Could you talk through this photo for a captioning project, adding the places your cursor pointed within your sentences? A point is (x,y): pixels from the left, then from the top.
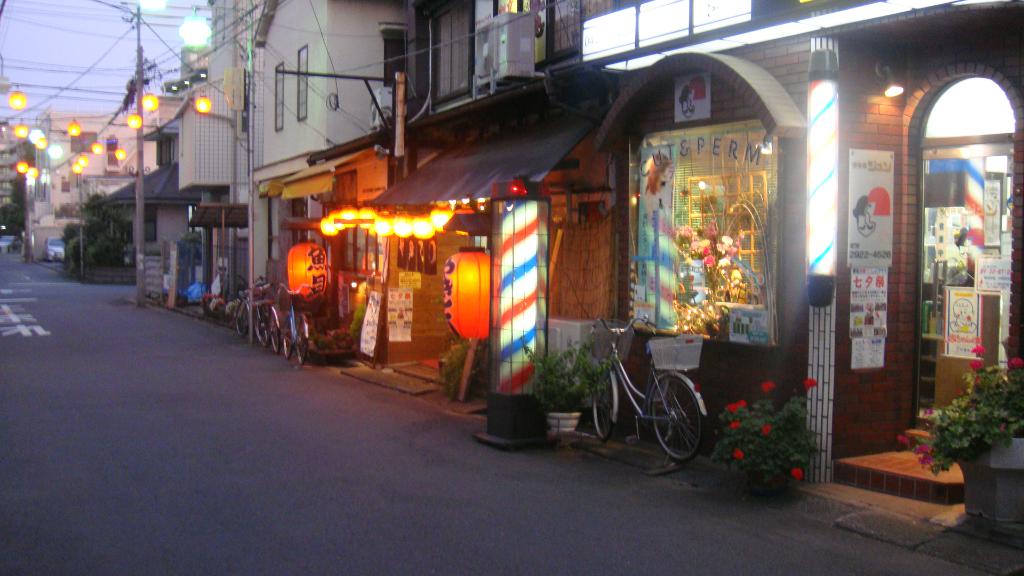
In this image we can see some buildings (501,129), plants (720,249), bicycles (651,386), lights (333,225), poles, boards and other objects (426,194). In the background of the image (20,70) there is the sky (153,13). At the bottom of the image (298,446) there is the road (340,498).
